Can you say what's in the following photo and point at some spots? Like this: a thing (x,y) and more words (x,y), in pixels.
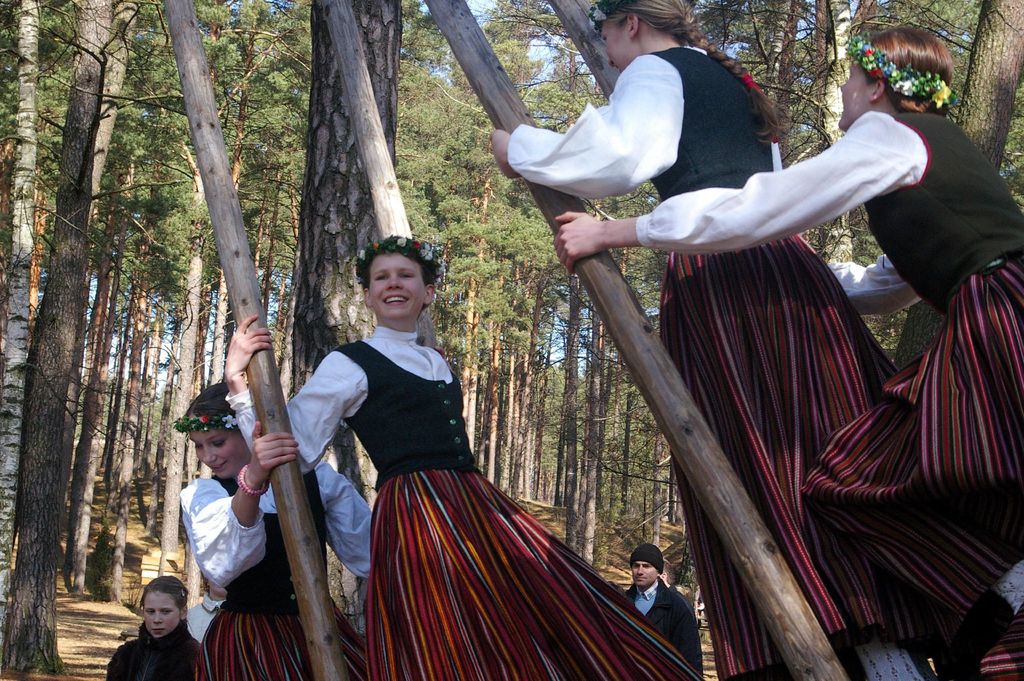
In this picture we can see some people (215,556) are standing, in the background (359,192) there are some trees (178,186), we can see wooden sticks (717,453) in the middle (659,365), there is the sky (534,45) at the top of the picture (543,54).
